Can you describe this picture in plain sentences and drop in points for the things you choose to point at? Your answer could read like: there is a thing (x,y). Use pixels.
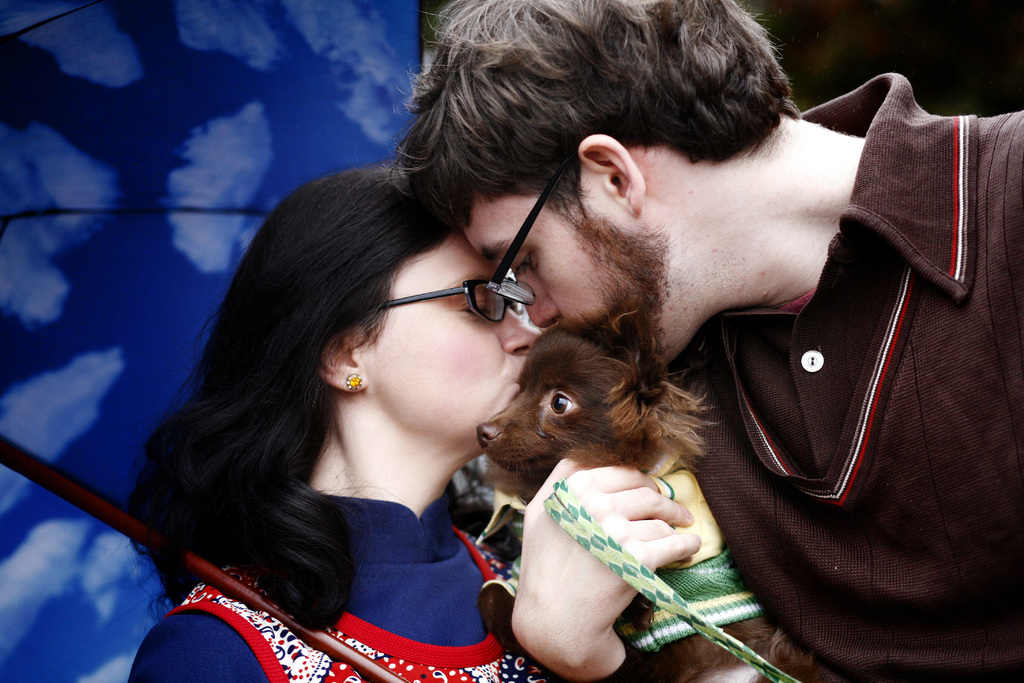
In this image, There are two persons (903,551) standing and holding a dog (626,457) which is in brown color, They both kissing the dog (617,435), In the background (194,322) there is a blue color umbrella (189,149).
